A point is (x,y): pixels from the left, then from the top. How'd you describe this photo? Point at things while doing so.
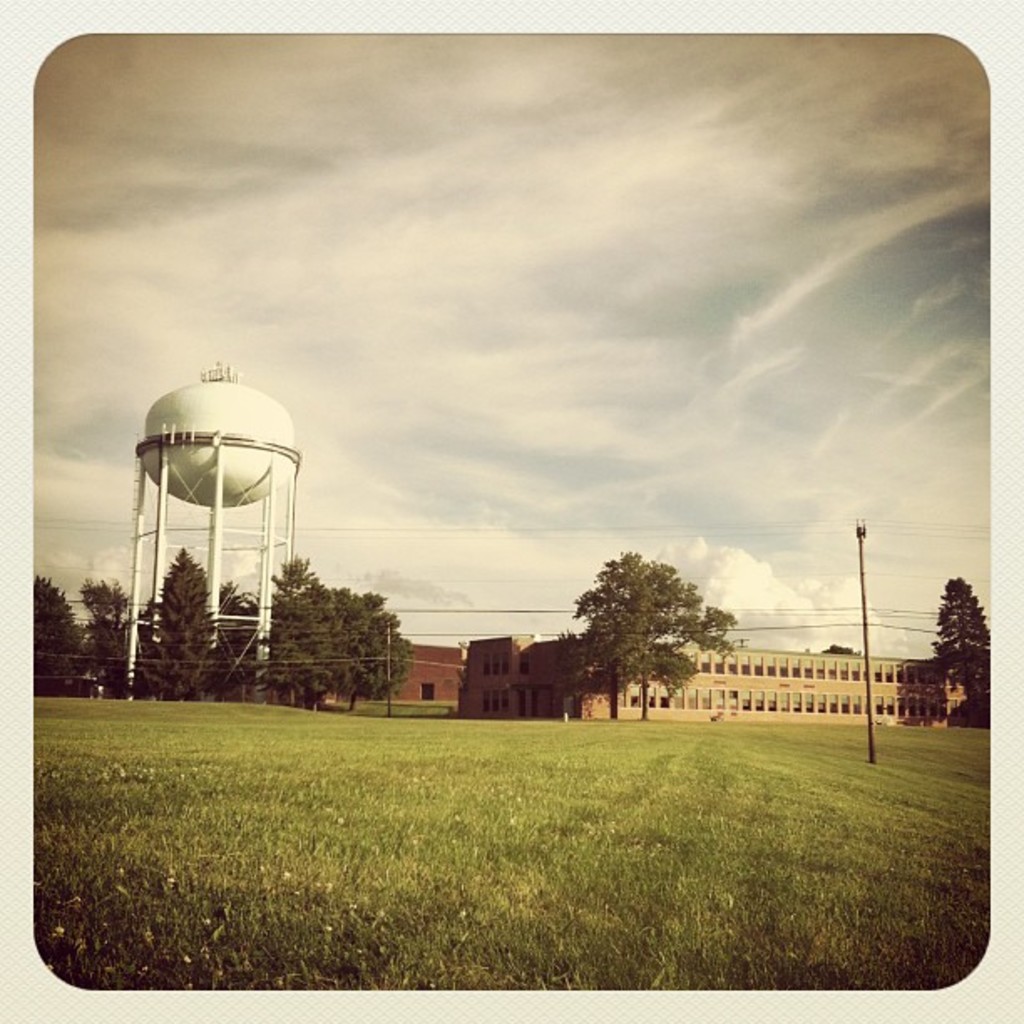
This image is taken outdoors. At the bottom of the image (282,847) there is a ground (235,836) with grass (446,854) on it. At the top of the image (652,271) there is a sky (504,216) with clouds (232,301). In the background (966,641) there are a few buildings (627,685), trees (984,643) and a tank (216,383) and there is a pole (860,535) with wires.
